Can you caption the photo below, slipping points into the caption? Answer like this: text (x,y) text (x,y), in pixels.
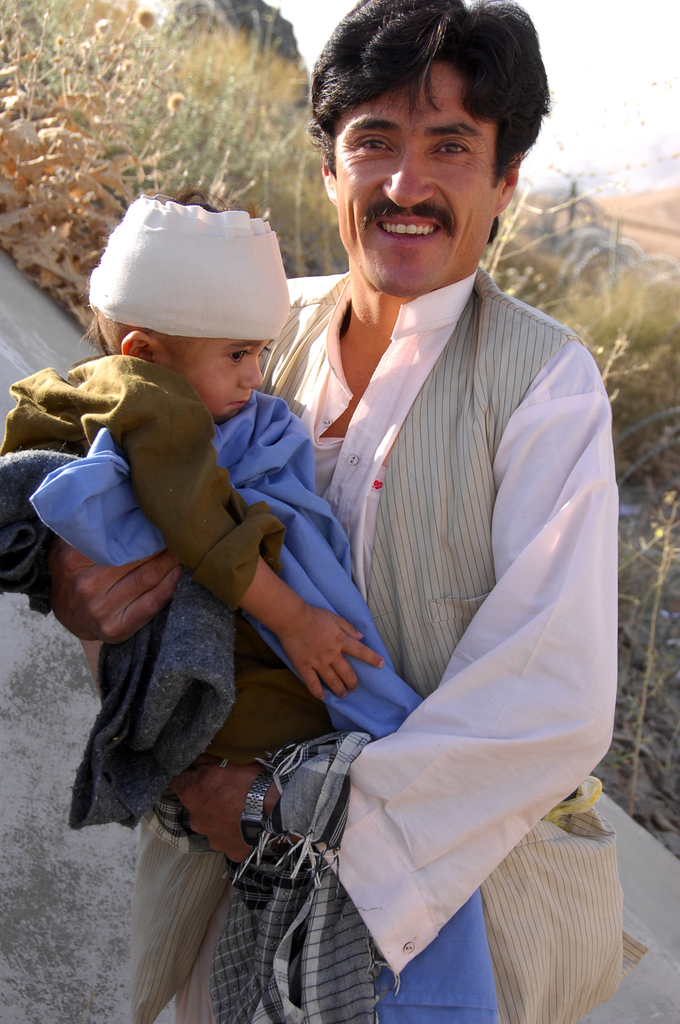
In front of the image there is a person (142,960) holding the boy (280,702). Behind him there are plants (53,275) and flowers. There are rocks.
